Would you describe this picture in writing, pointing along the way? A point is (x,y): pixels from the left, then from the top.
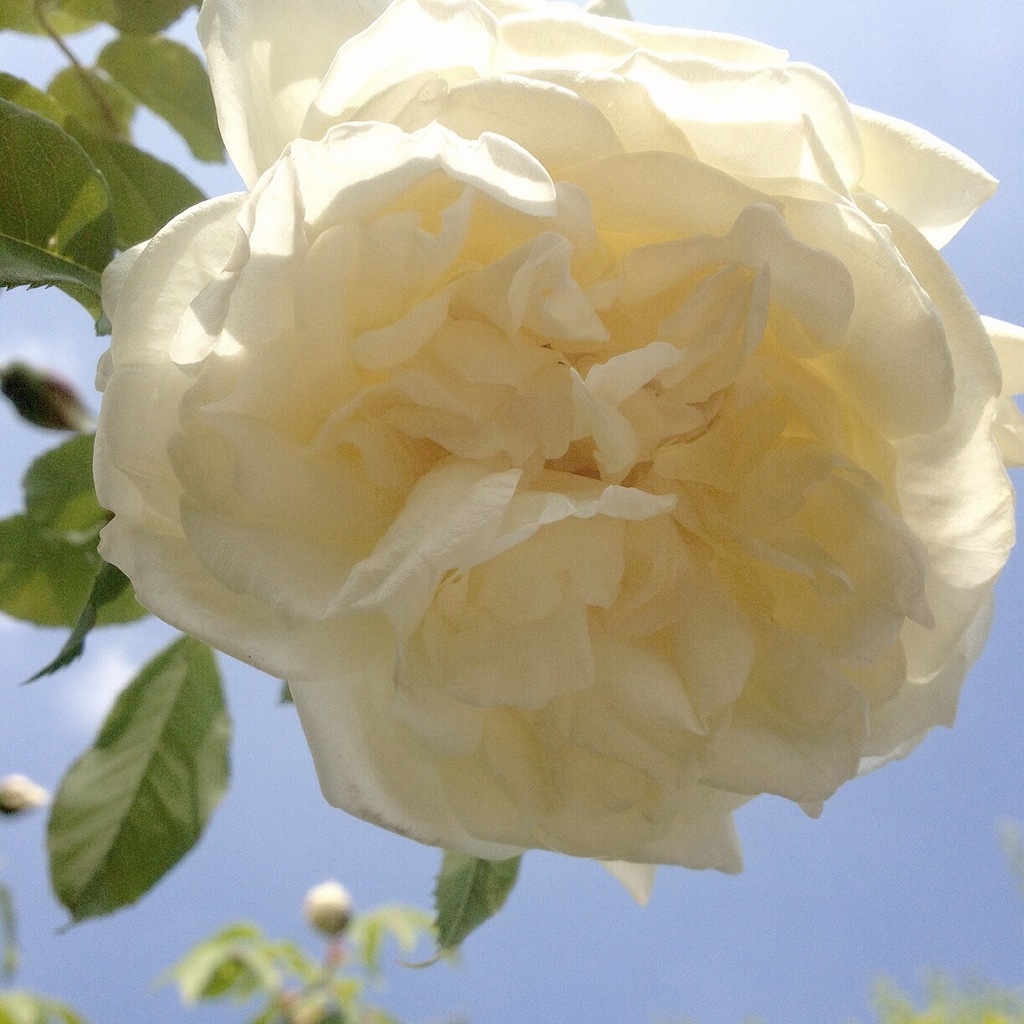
It is a beautiful white color rose flower (645,454), there are rose buds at the down to these plants (330,941).
